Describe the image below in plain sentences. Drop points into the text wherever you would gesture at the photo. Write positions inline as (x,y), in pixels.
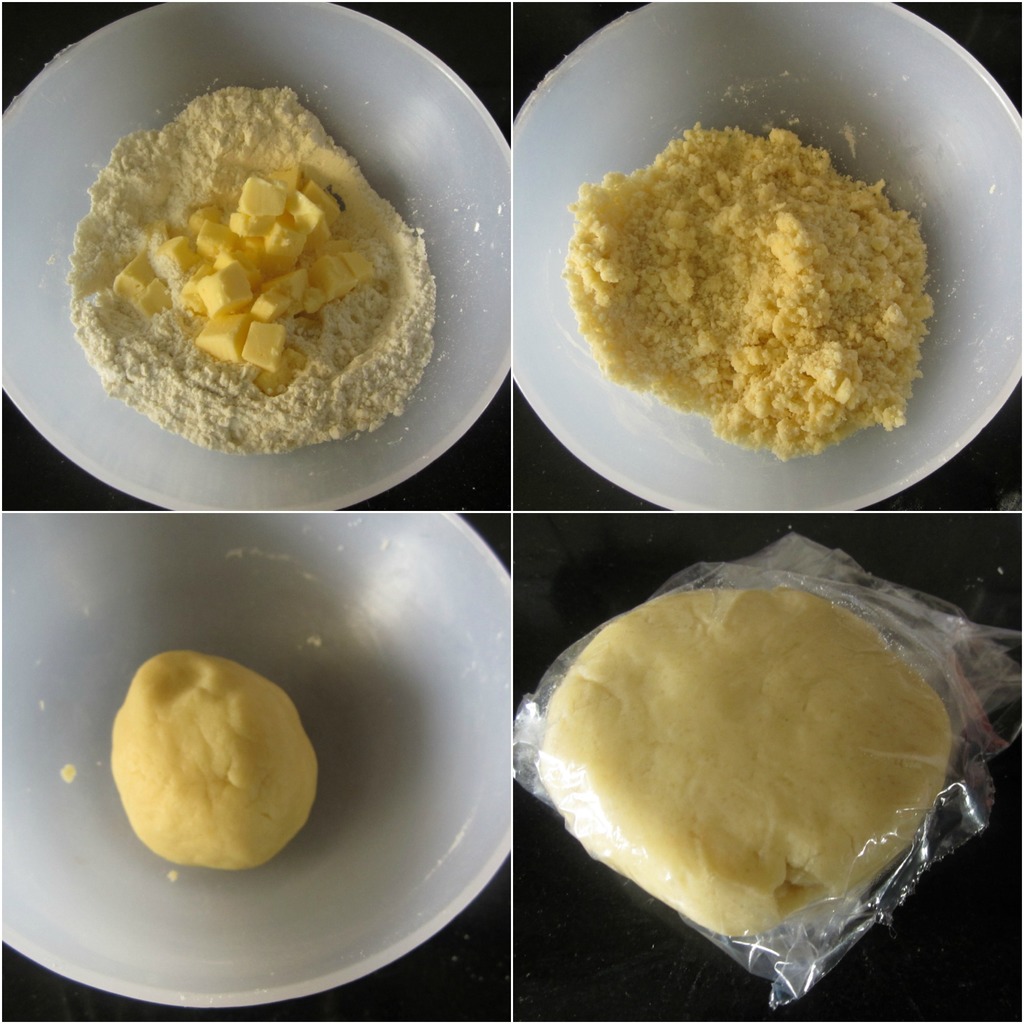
In this image I can see the collage picture in which I can see a white colored bowl (408,625), the cream colored flour (353,412) in the bowl (477,358), the butter (235,244) in the bowl (483,347) and a flour dough (175,705) in the bowl (346,615). I can see the black colored surface (585,931) and on it I can see a plastic cover (782,964) with flour dough (756,819) in it.
